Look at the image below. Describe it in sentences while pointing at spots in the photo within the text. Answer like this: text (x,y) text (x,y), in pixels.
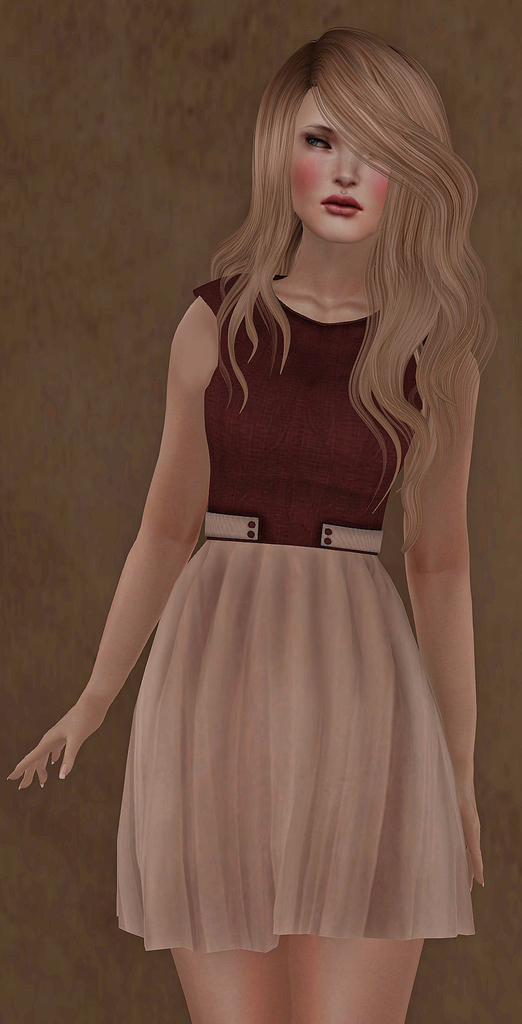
In this image we can see the animated picture of a person (376,195).
